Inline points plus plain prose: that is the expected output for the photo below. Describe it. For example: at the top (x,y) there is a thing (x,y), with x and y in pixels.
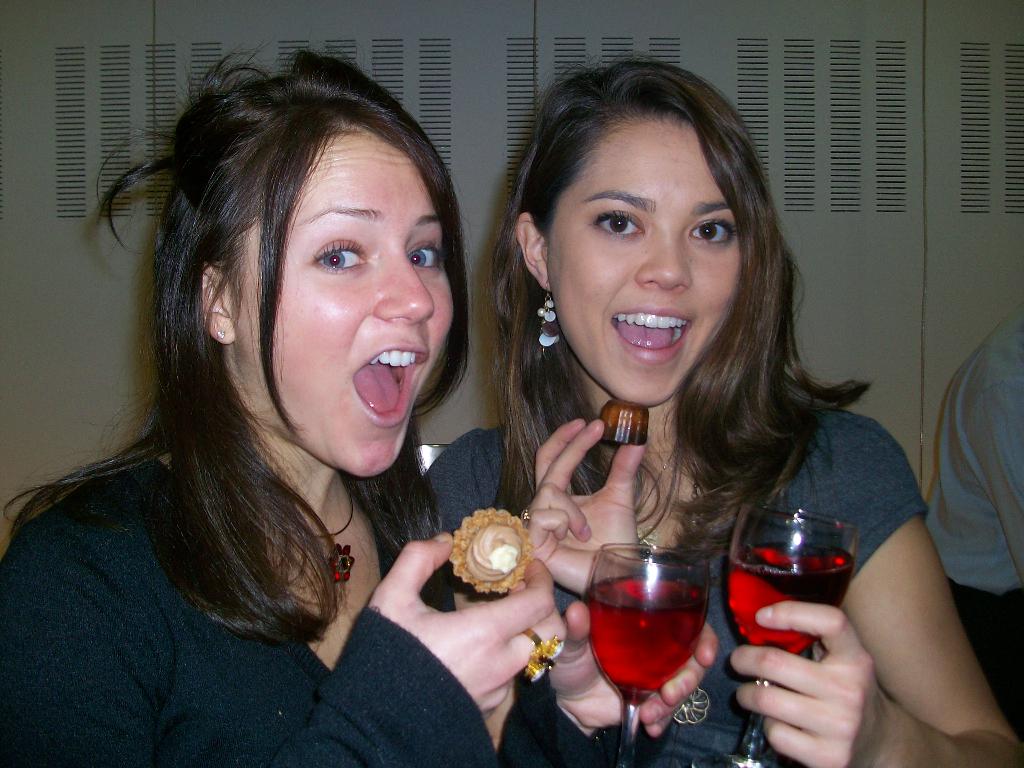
in this picture we can see two woman (571,387) standing together holding a glasses (643,644) in which it contains a liquid (621,618).
